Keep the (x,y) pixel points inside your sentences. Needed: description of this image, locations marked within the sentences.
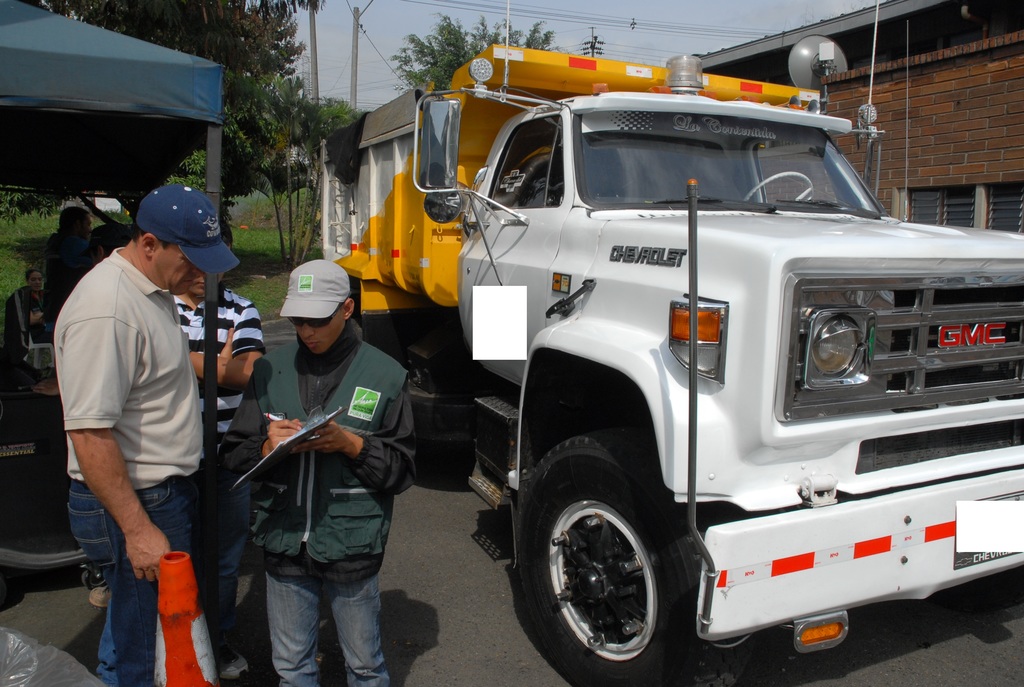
In this image there is a truck (527,281), beside the truck (527,281) there are three people (335,470) standing and one of them is writing on a notepad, behind them there are a few people (47,313) sitting under a tent (114,54), in the background of the image (233,104) there are trees (250,129), a building (953,80) and electric poles (354,59) with cables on top of it.
